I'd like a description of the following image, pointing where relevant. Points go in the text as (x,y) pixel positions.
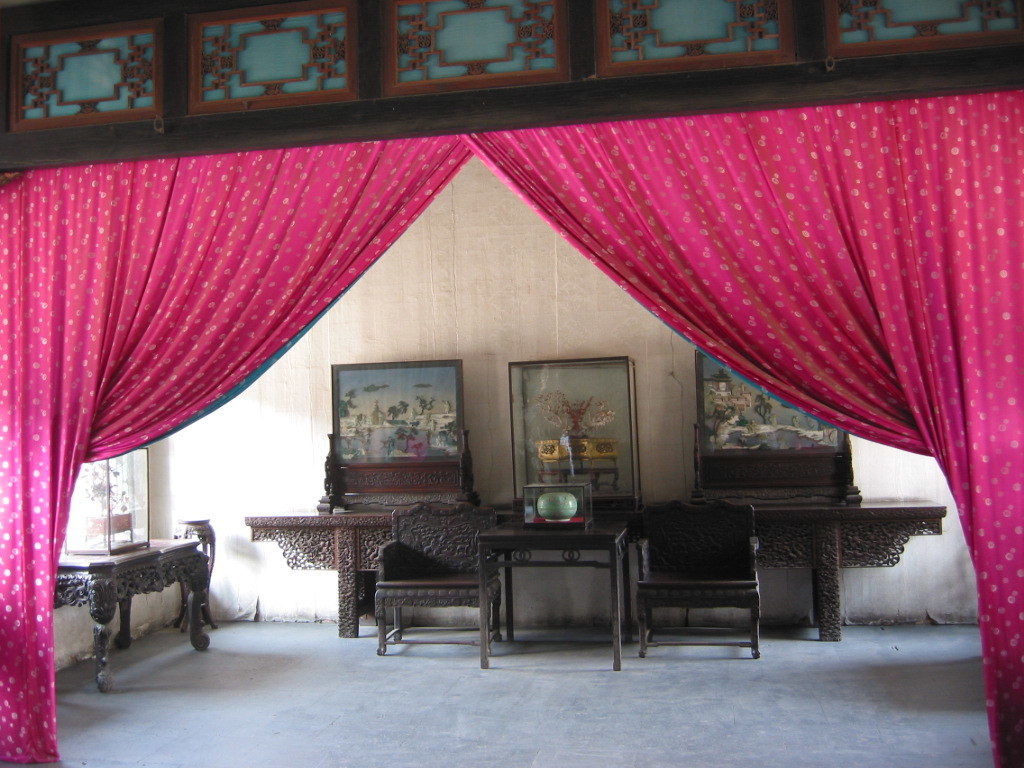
In the picture I can see chairs (496,592), tables (510,613) which has some objects (458,478) on them, red color curtains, a wall (248,577) and some other objects (411,390).
